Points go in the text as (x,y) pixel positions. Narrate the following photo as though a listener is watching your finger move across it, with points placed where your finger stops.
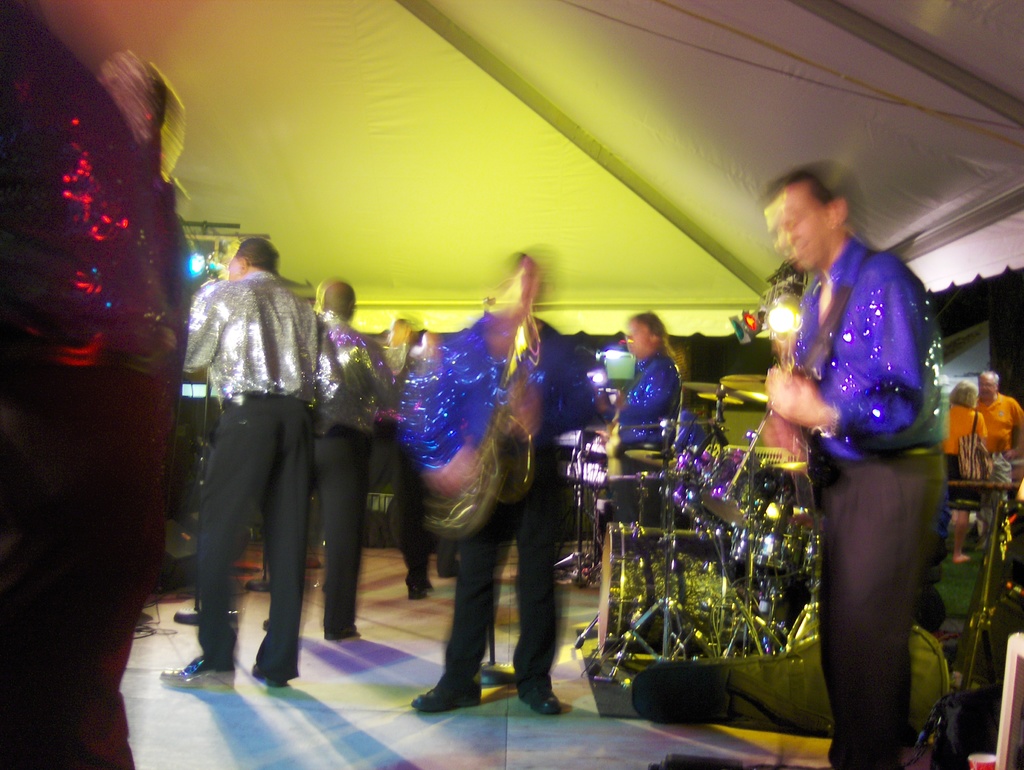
In this image we can see a few people (834,424) standing, we can see musical instruments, at the top (339,222) we can see shed (881,53) and led lights (792,276).
